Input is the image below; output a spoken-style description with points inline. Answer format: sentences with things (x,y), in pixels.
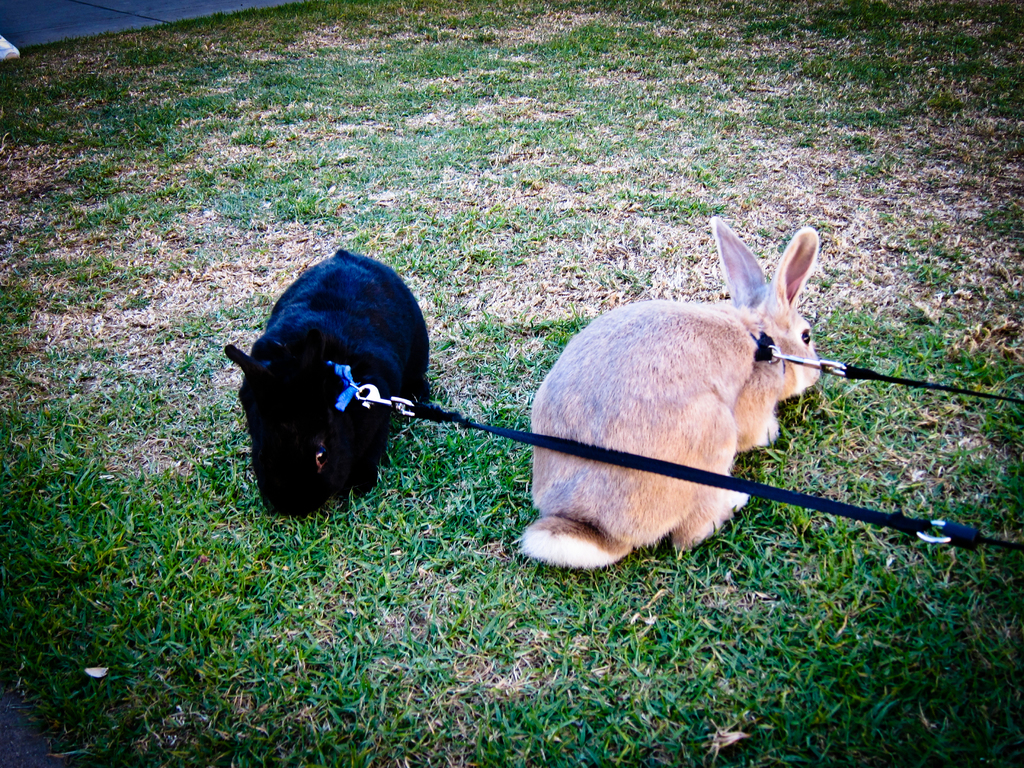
This picture is clicked outside. In the foreground (739,425) we can see the two animals (390,353) seems to be the rabbits (389,410) which are tied to the ropes (439,414) and we can see the grass (302,198). In the background (433,11) we can see the ground (139,23).
